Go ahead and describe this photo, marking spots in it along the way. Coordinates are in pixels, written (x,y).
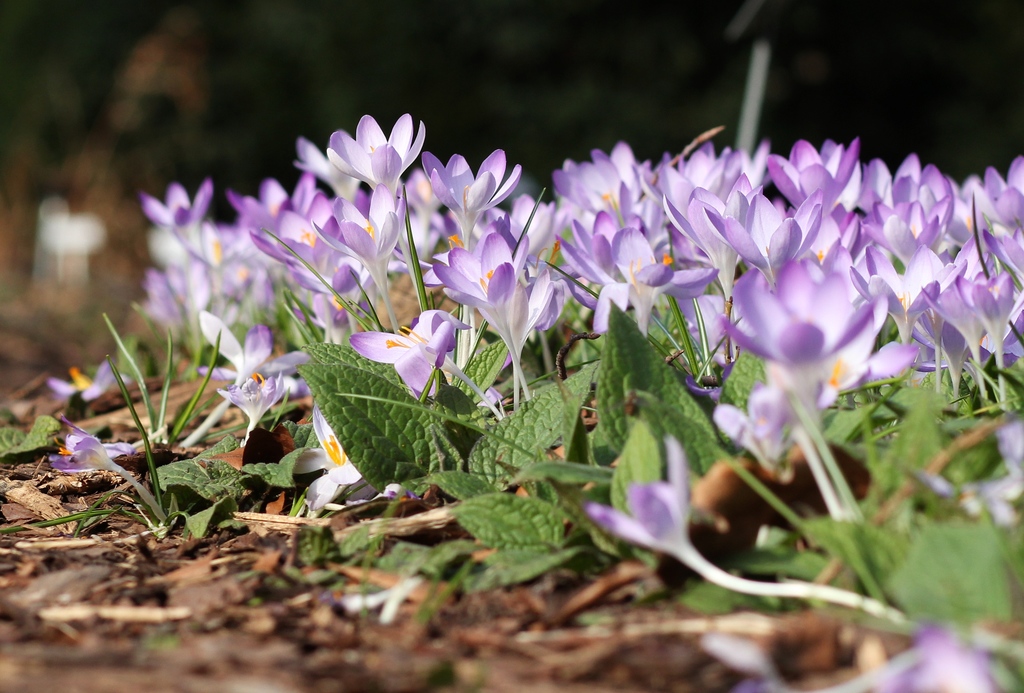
In this image we can see a few flowers (512,264) and leaves (392,408) on the surface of the ground (70,526).
